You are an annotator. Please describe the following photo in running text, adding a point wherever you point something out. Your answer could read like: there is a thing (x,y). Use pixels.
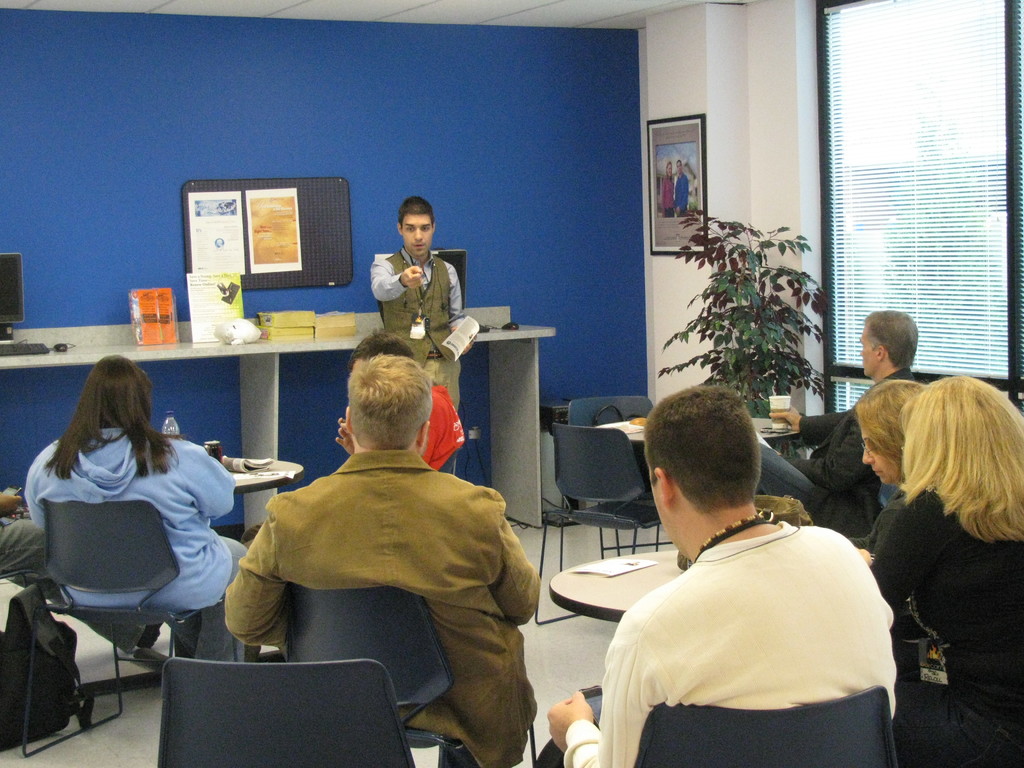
In this image a person (419,294) is standing, persons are sitting, a person (431,322) is holding a paper (457,342), there are chairs (592,448), there is a paper (605,574) on the table (622,573), there is a blue coloured wall (422,125), there is a photo frame (669,171), there is a plant (736,276), there is a window (893,132), there is a water bottle (170,424), there is a computer (14,308), there is a notice board (316,233), there is a paper (218,223) on the notice board (329,228), there is a bag (42,682).
